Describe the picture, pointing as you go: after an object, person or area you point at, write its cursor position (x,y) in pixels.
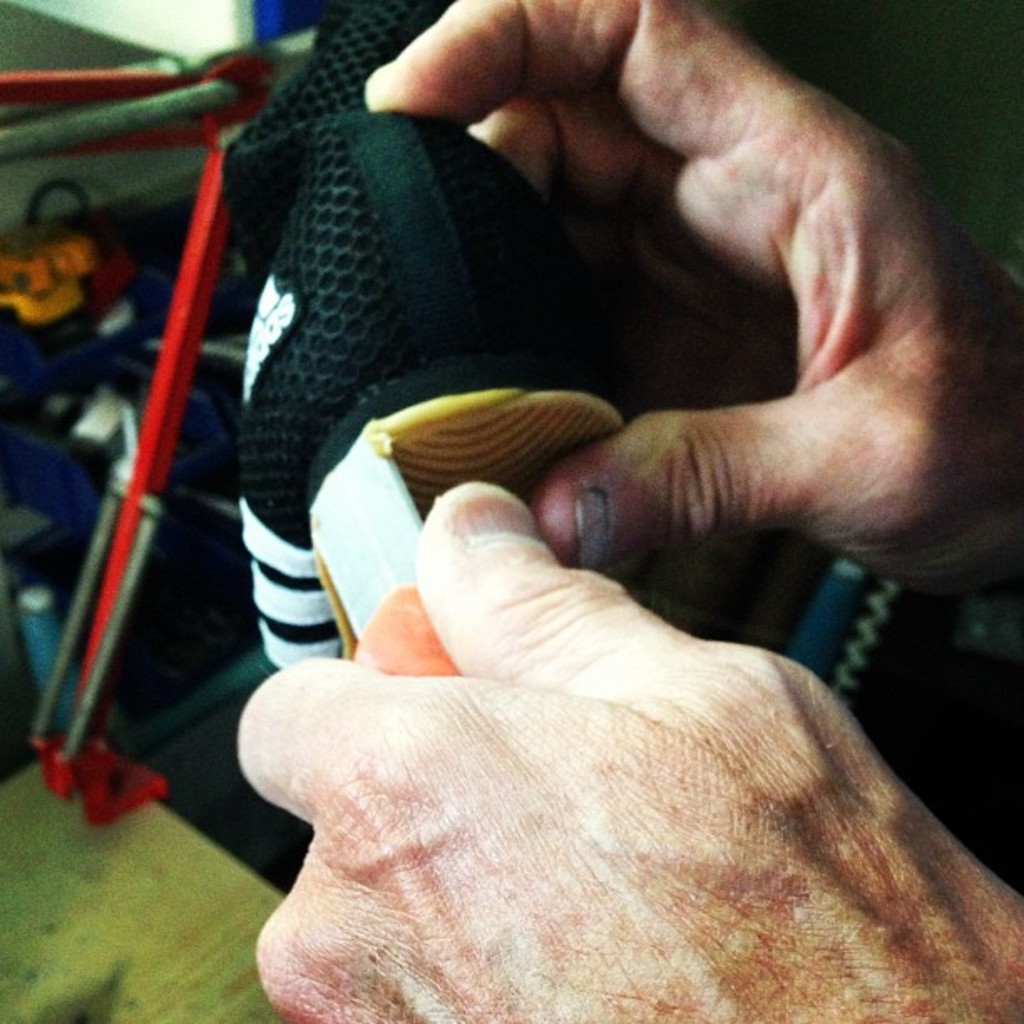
In this image in the front (625,632) there are hands (649,637) of the person (667,745) visible holding an object (444,416) which is black in colour. In the background (181,271) there is an object (209,275) which is red in colour.
